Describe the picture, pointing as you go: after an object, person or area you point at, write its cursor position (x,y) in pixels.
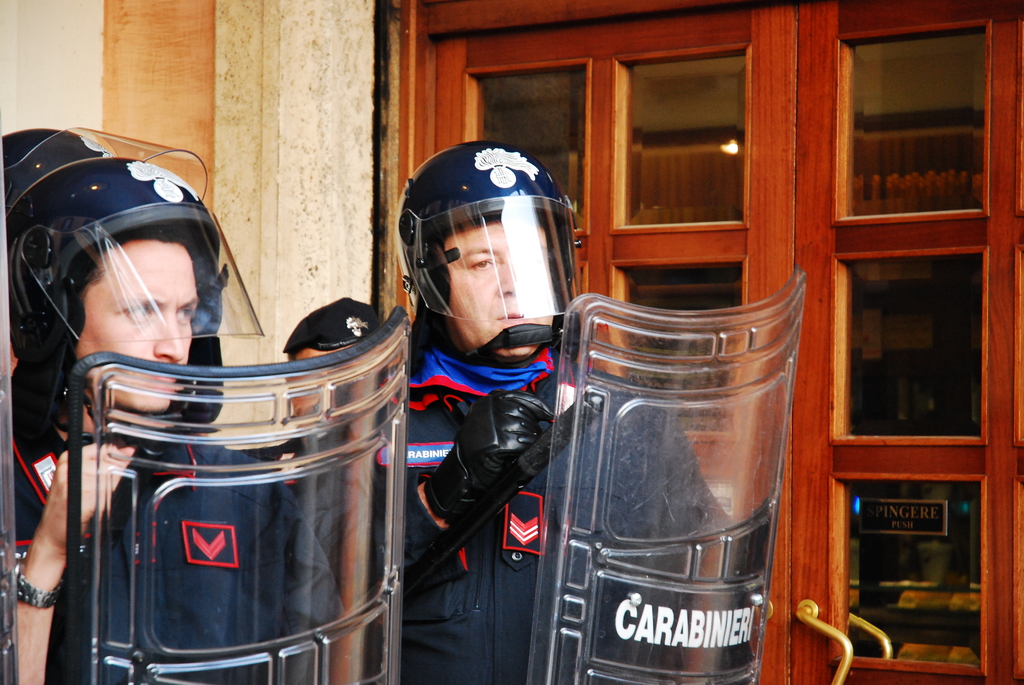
In this image we can see two persons (264,630) wearing uniforms (301,633), helmets (70,304) and holding shield (401,467) in their hands (55,568). In the background (340,31), we can see the wooden glass doors (894,119) and the wall (348,140).
